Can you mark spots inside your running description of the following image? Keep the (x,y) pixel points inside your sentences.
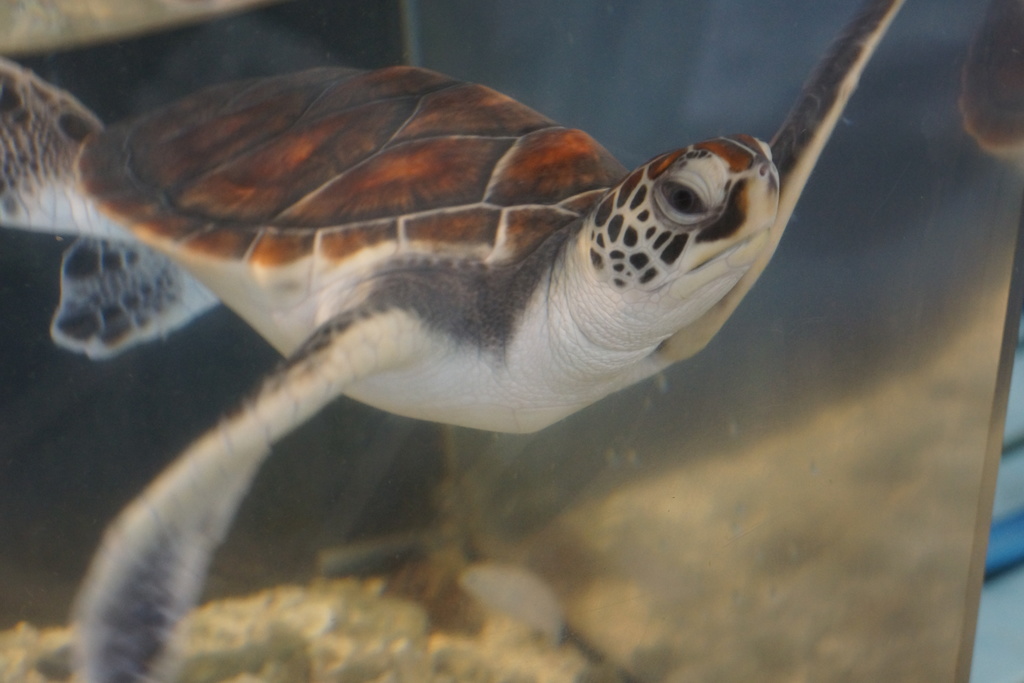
There is a sea turtle (580,233) which is in water (40,281).
